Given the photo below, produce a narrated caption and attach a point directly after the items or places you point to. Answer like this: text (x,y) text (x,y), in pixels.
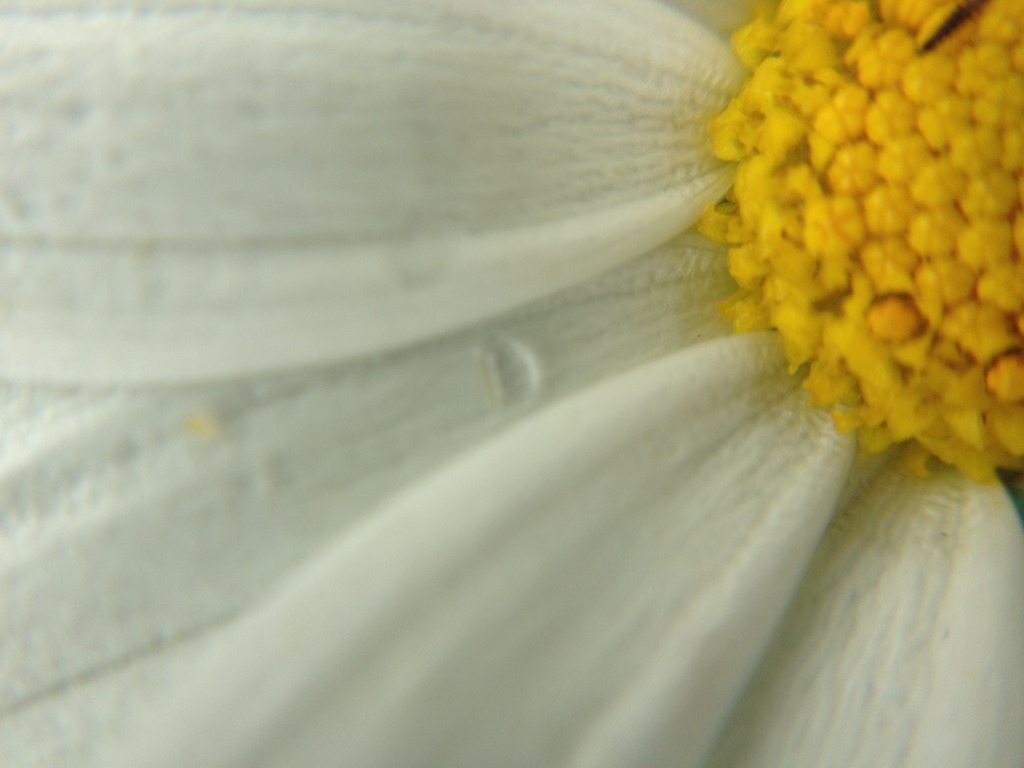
In this picture I can see a white color thing (427,285) in front (368,282) and on the right side of this image (882,207) I see yellow color things (869,181).
